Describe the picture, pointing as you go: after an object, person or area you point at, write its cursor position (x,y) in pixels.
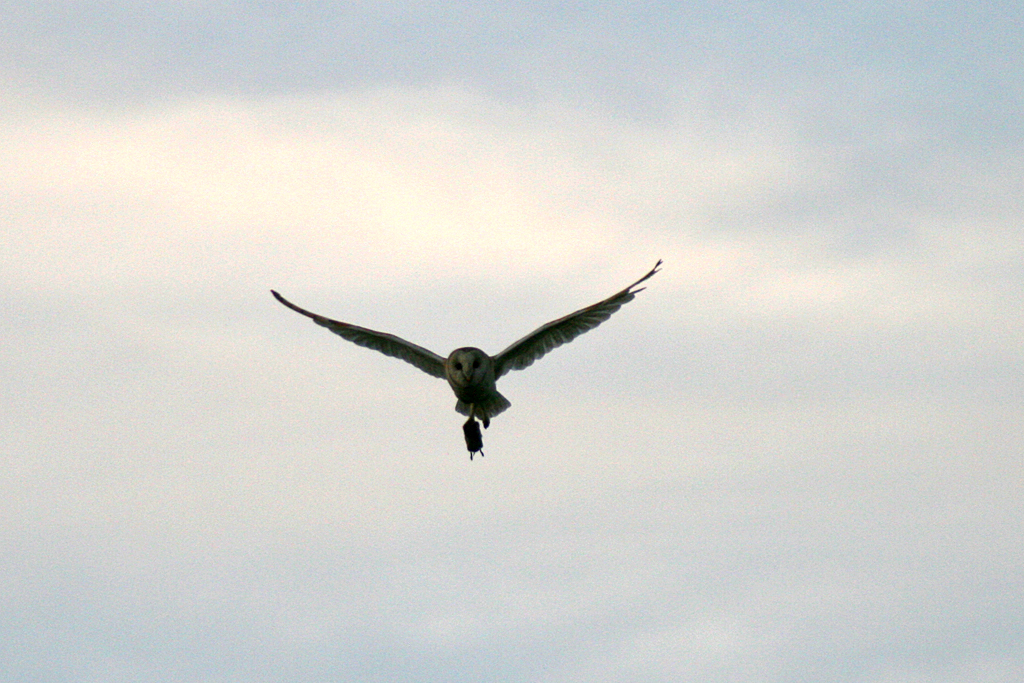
There is a bird (454,370) flying in the sky (530,375) as we can see in the middle of this image (492,398), and there is a sky (587,232) in the background (585,97).
